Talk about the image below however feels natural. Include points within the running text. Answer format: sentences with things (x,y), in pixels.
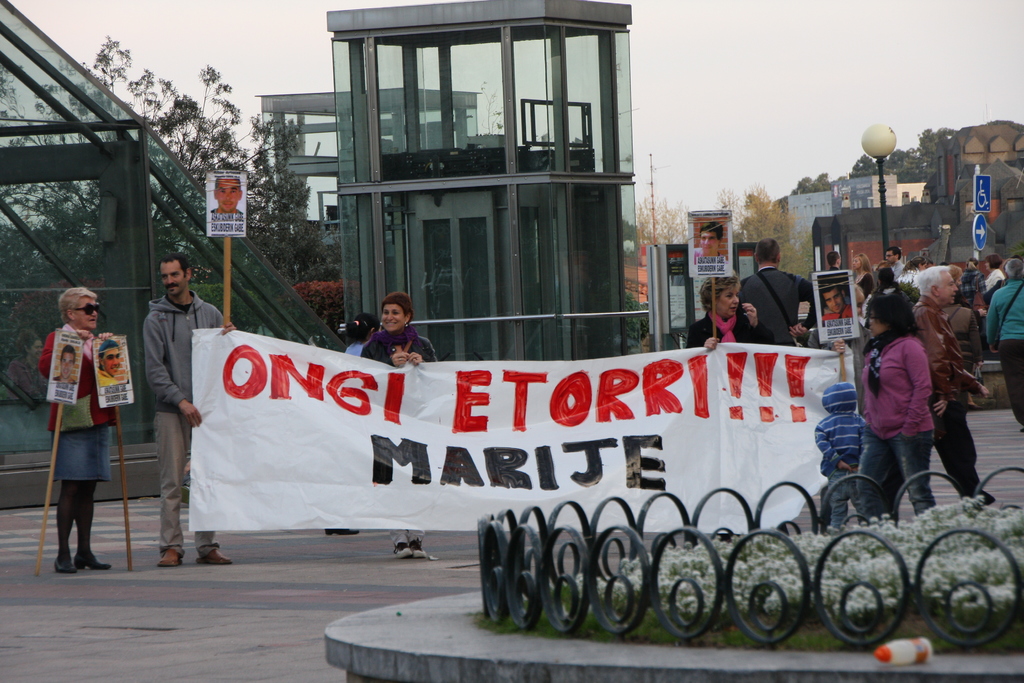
In this image people (784,290) are holding boards (838,306) and banner (770,395). We can see a tree (776,206), light pole (890,138), buildings (937,206), floor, sky (820,2), plants (990,530), grille (592,540), bottle (895,650) and glass walls (571,94).
